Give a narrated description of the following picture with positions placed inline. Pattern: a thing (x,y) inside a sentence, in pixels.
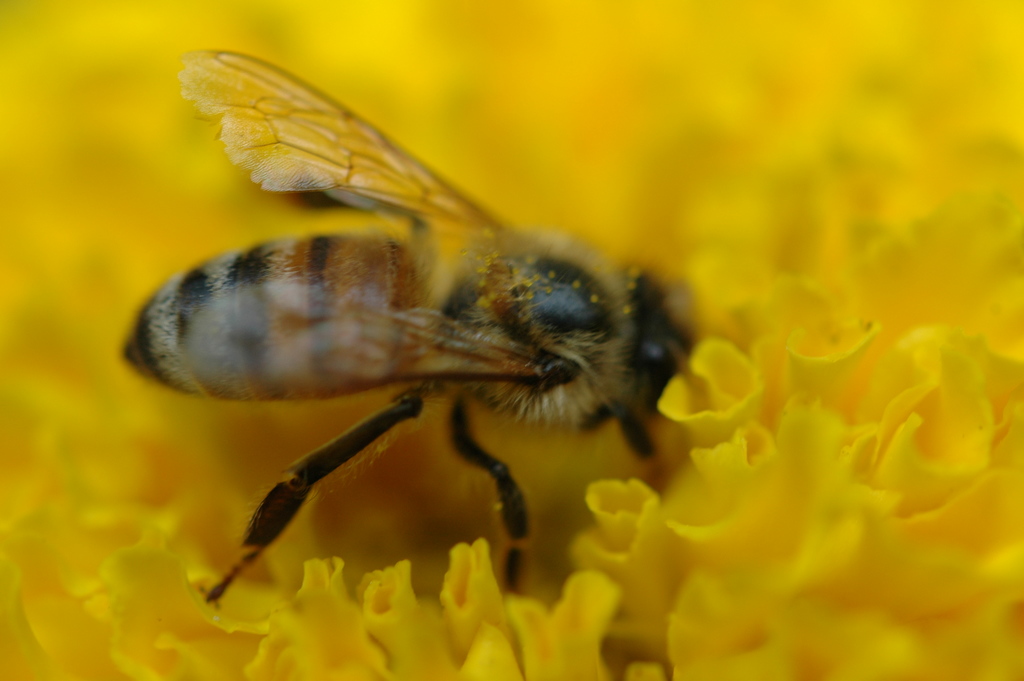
In this picture we can see a honey bee (457,208) on the flowers (686,374).
